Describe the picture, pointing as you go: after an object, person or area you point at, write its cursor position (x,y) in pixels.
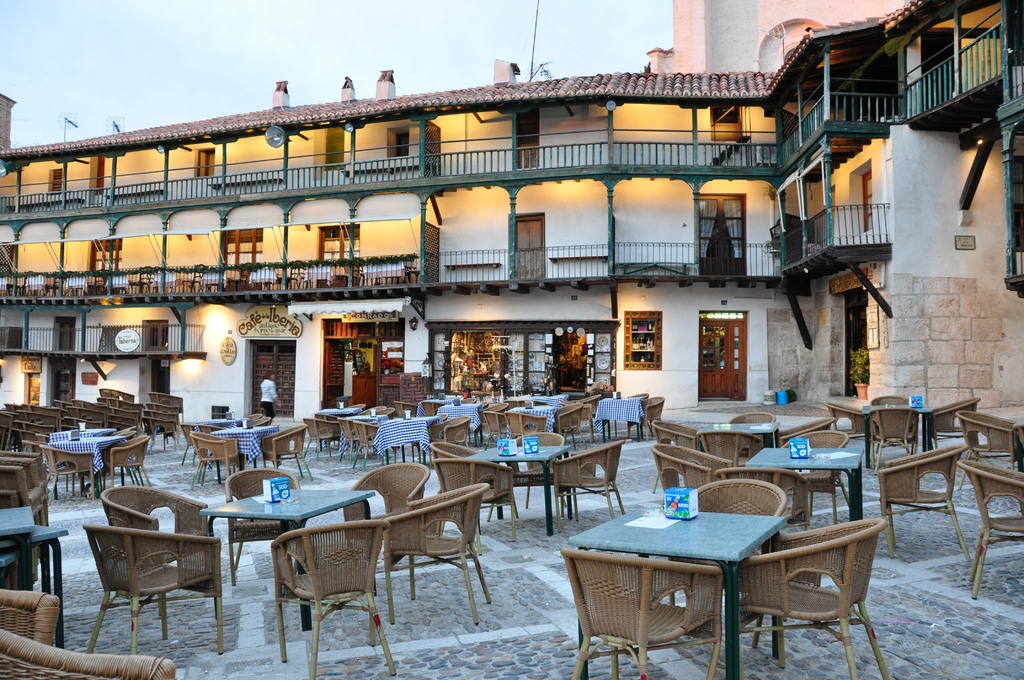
In the center of the image (380,437) there are chairs (94,652) and tables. In the background of the image (183,353) there is a building (442,164). There are windows (332,245), doors (516,246). There is a store (500,339). At the top of the image (235,75) there is sky (165,41). At the bottom of the image (498,645) there is floor (465,643).
